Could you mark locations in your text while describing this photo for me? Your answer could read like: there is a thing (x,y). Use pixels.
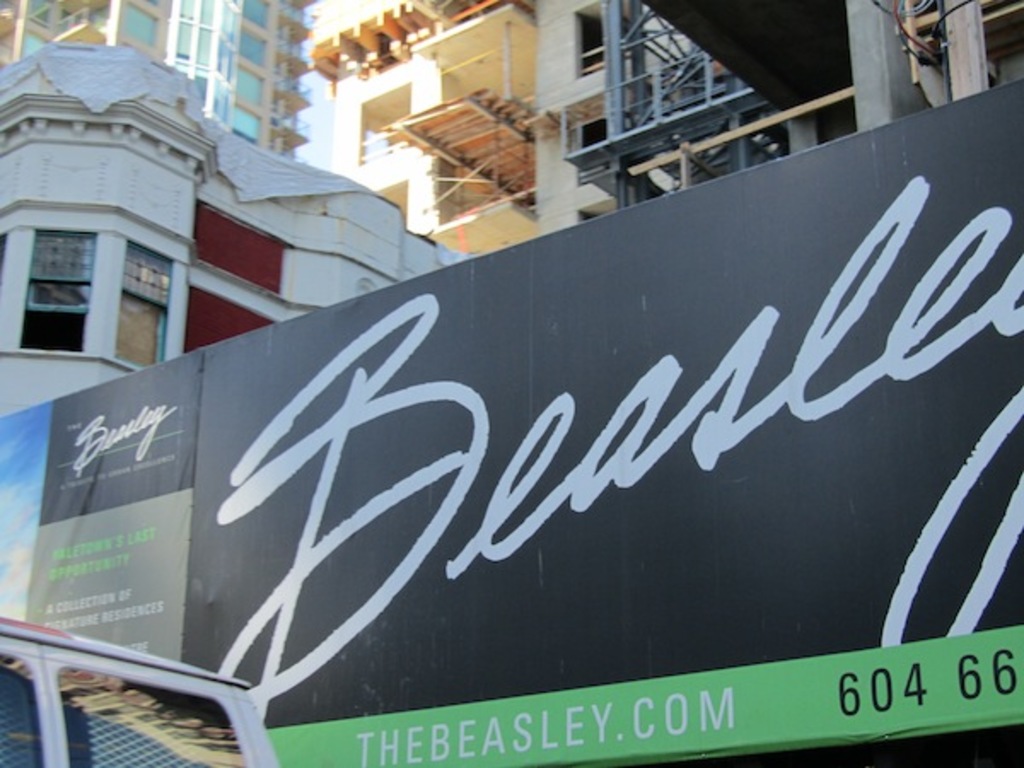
In the bottom left-hand corner (88,694) there is a vehicle (27,712). In the middle of this image (517,349) there is a board (293,551) on which I can see some text (796,397). At the top of the image (347,104) there are few buildings (359,194).
